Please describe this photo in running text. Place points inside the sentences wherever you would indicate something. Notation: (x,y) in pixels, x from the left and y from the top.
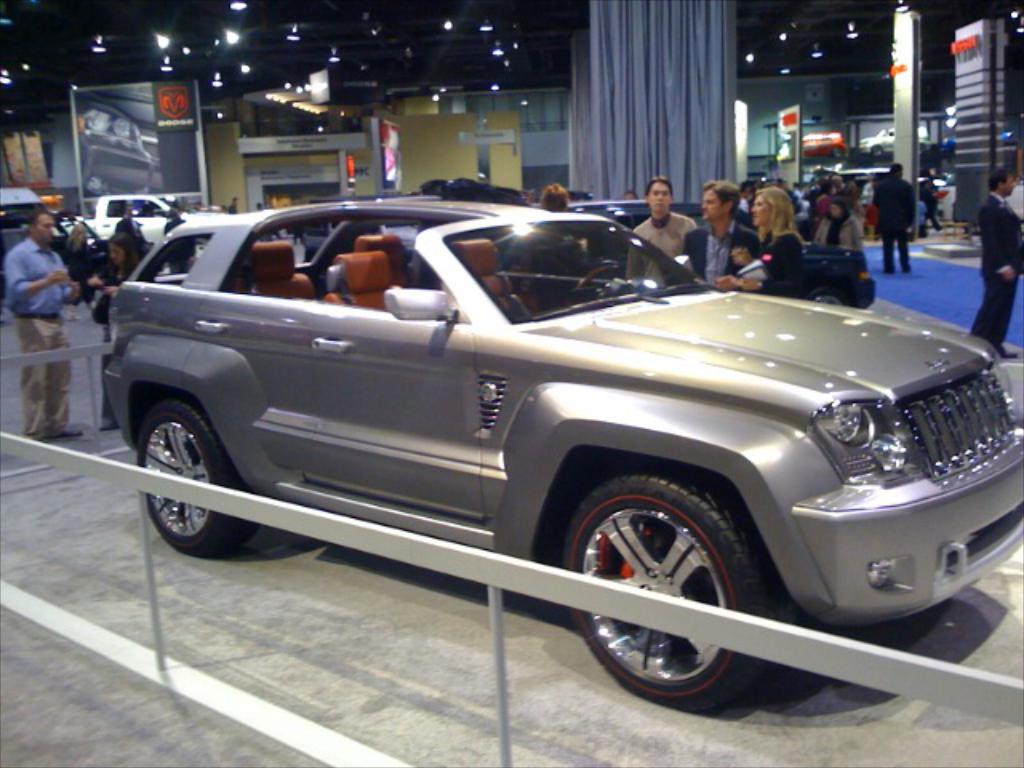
In this picture we can see cars (243,213) and a group of people (50,215) standing on a platform (346,607) and in the background (288,149) we can see banners (106,101), lights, curtains (583,103).
